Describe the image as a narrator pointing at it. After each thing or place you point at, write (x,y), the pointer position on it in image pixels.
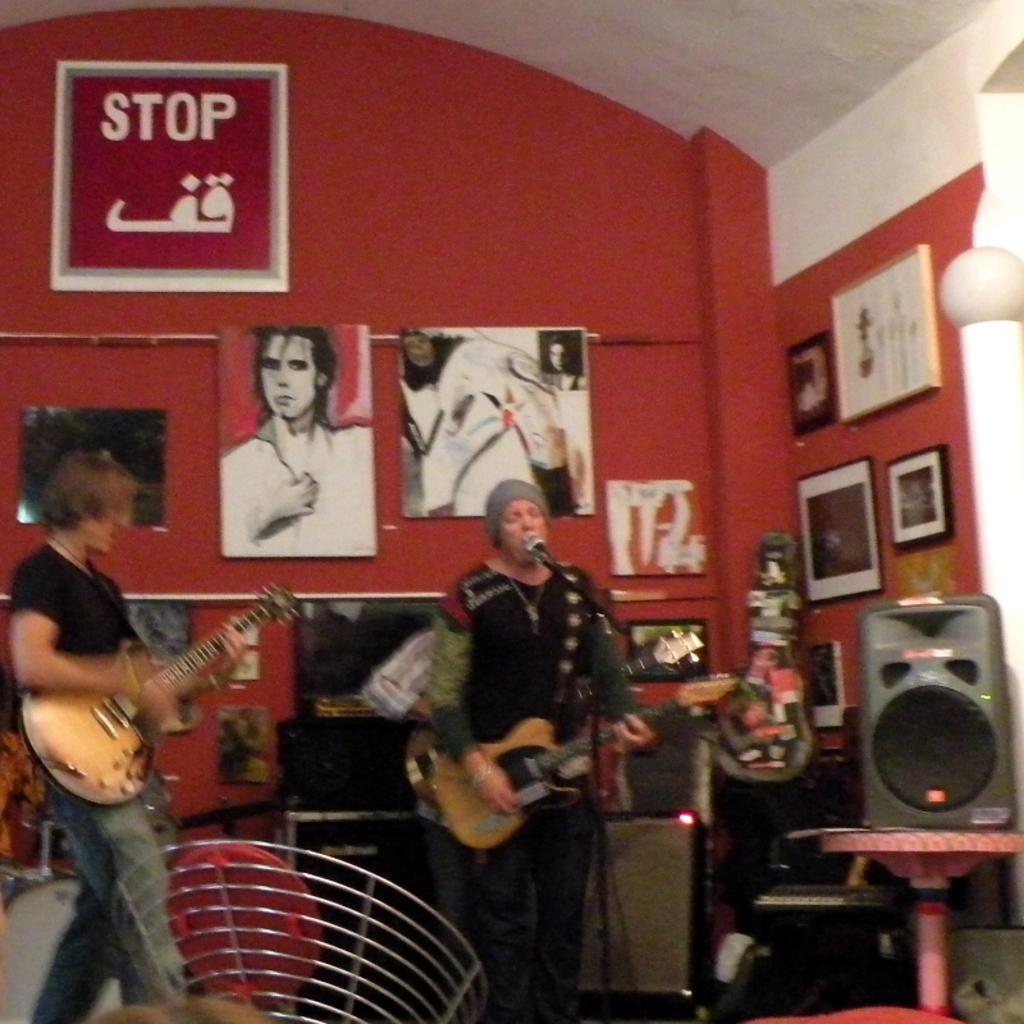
In this picture there is a man (484,662) who is standing in the center of the image (491,514), by holding a guitar (705,684) in his hands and there is a mic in front of him and there is another man (75,987), by holding the guitar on the left side of the image (156,745) and there are posters (839,642) on the wall (821,743) and there is a speaker (979,639) on the right side of the image (992,639).
